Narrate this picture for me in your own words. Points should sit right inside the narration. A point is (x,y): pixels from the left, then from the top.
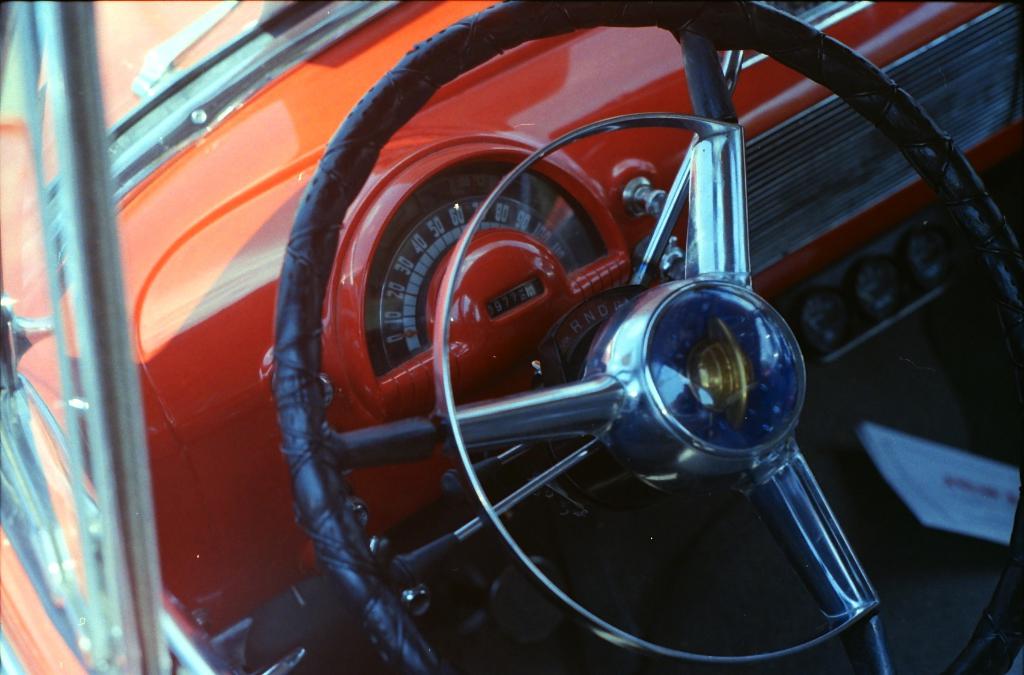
This is the picture of a vehicle (363,249). In this image vehicle (223,171) is in orange color. There is a steering (427,77) and there are meters readings (418,306). On the left side of the image (119,583) there is a windshield (216,1) and there is a window (50,395).
